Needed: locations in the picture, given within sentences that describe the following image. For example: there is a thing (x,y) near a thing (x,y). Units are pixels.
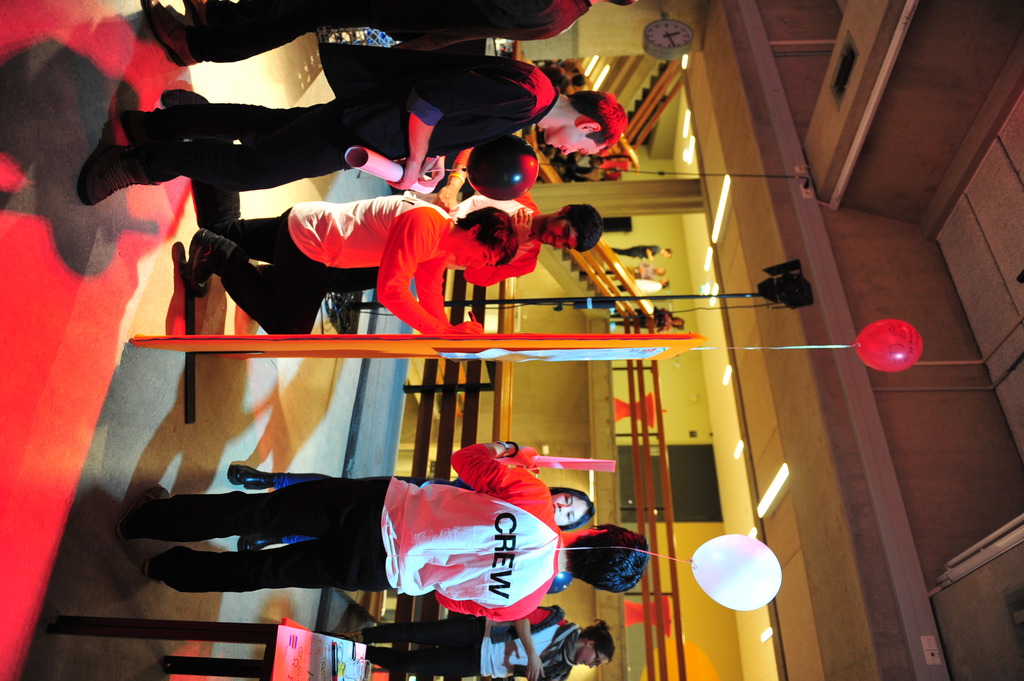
In this image, there are a few people (454,575). We can see a pole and the ground (295,395) with some objects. There are a few balloons (505,178). We can see a table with some objects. We can also see some stairs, the railing (457,363) and the fence (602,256). We can also see some glass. We can also see the roof (959,173) with some lights (714,302).
